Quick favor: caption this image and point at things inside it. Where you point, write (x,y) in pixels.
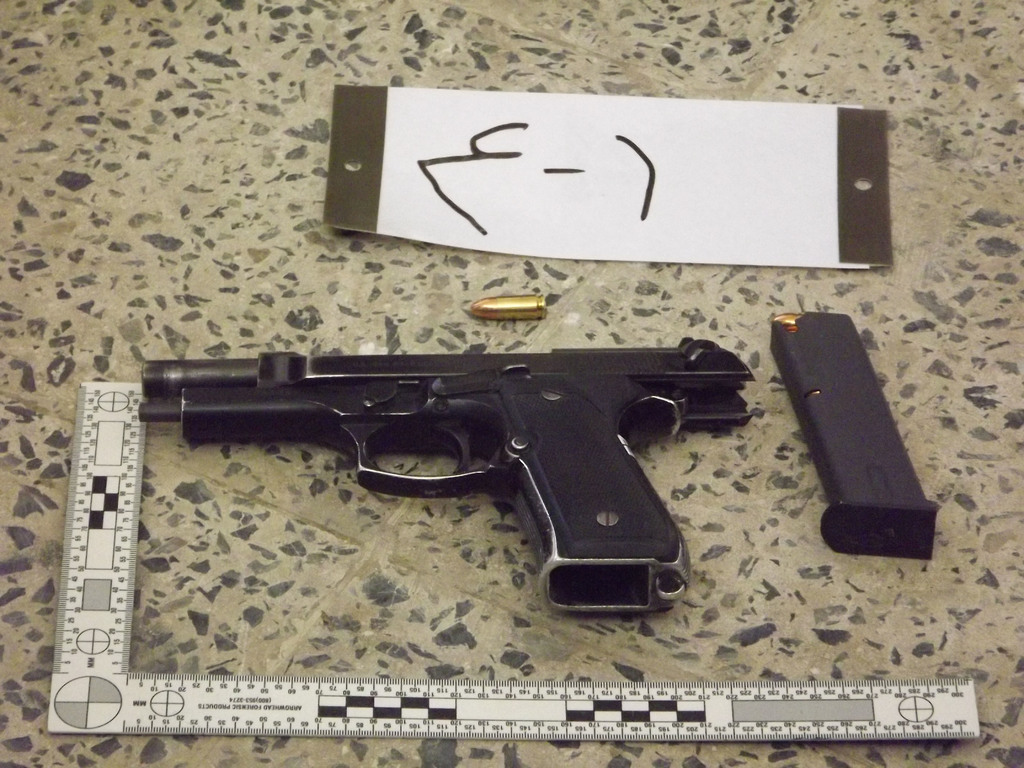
In this image there is a gun (534,457), bullet shell (845,423), bullet (490,300), board (423,228) and a scale (750,705) placed on the floor (656,623).
